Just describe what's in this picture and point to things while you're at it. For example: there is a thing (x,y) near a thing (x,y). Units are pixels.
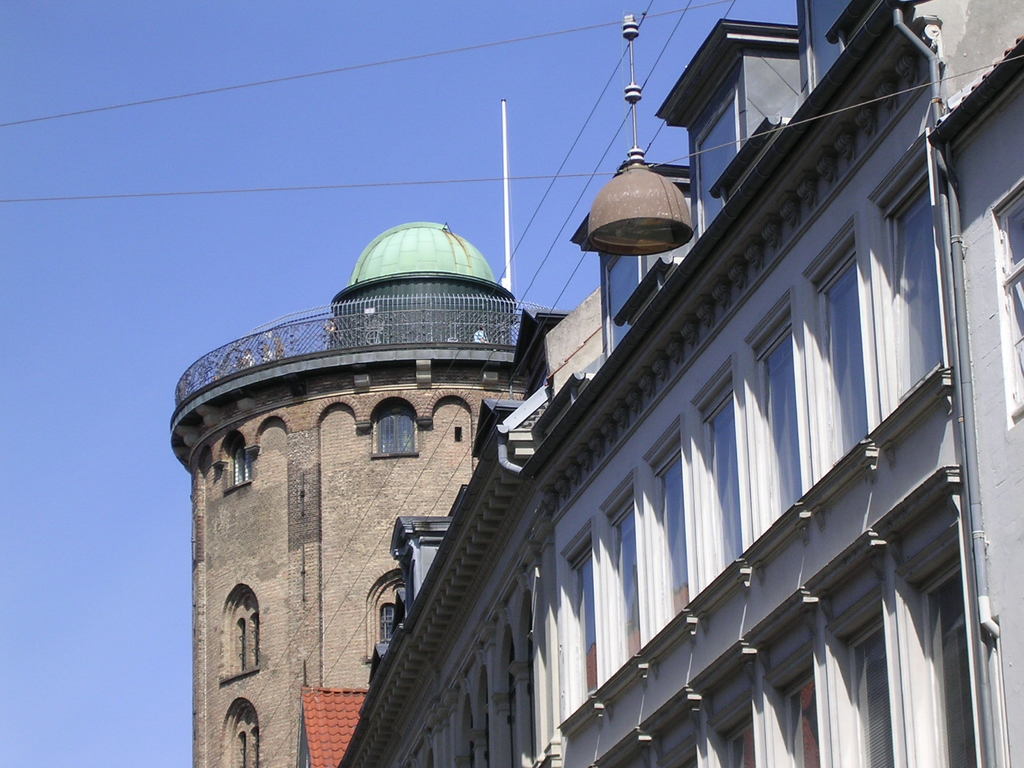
In this image we can see building (636,464) with windows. On top of the building (300,368) there is a railing (468,339). Also there are poles (507,198). In the background (144,350) there is sky (149,467).
